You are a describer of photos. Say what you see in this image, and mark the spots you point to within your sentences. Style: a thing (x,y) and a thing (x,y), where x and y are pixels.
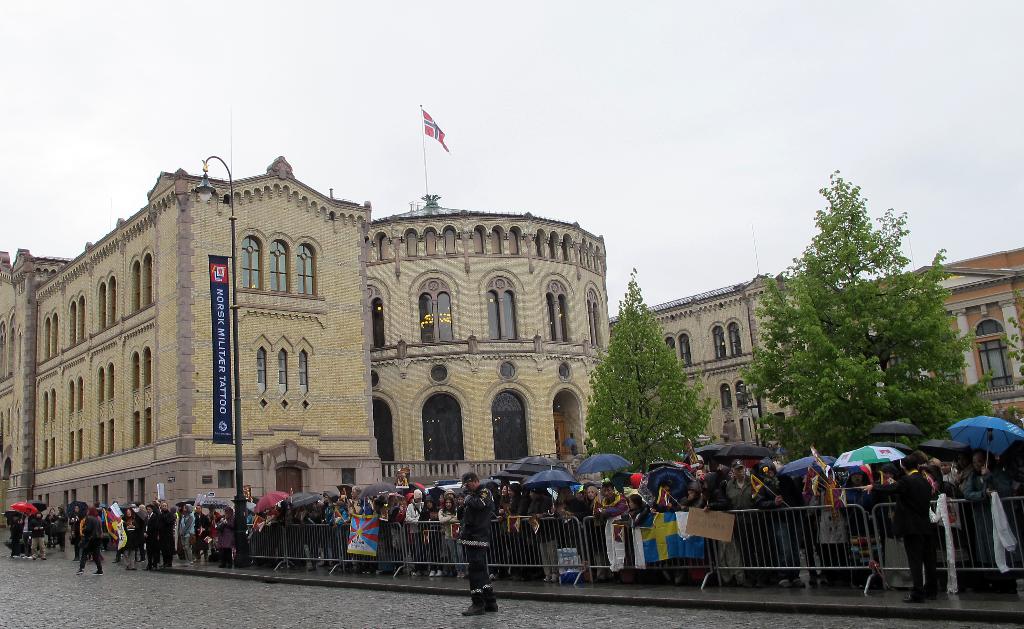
In the foreground of this image (471,505), there is a man (473,530) standing on the road (433,613). Behind him, there are people (357,503) holding umbrellas (548,476) and a flags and standing behind the railing (552,548). We can also see a banner (221,371) to the light pole (236,436) and few trees (804,399). In the background (570,306), there are few buildings (441,215), a flag (436,128) on a building (441,304) and the sky (572,51).
